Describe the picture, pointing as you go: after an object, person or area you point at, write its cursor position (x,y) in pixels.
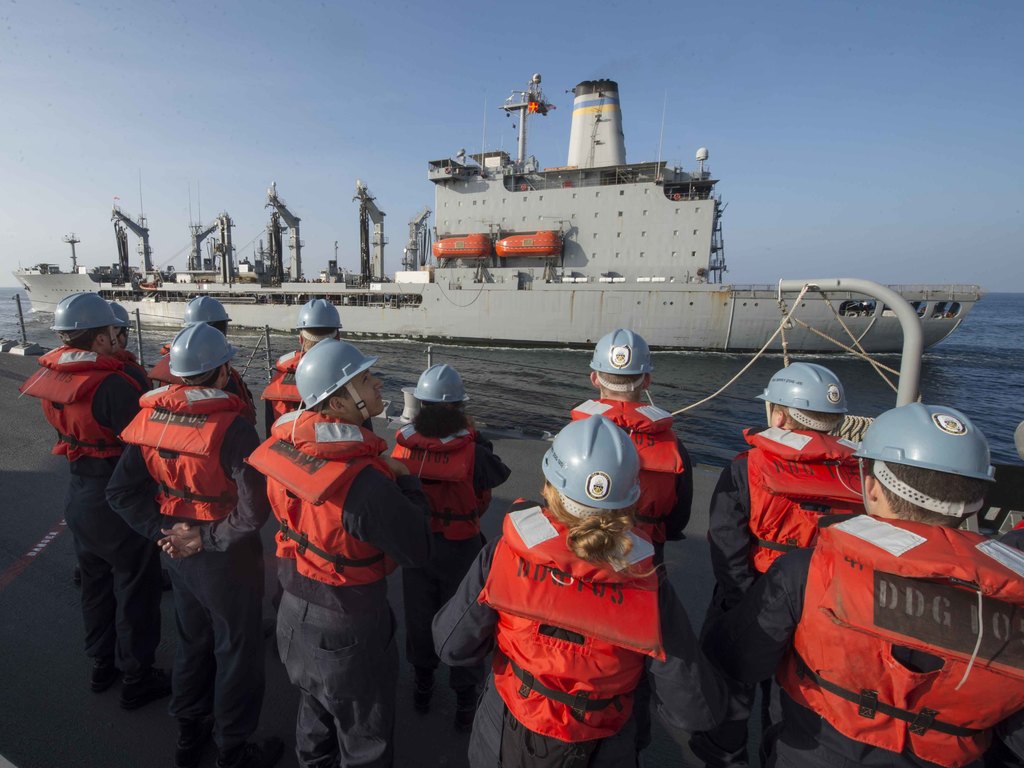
In this image there are a group of people (308,460) standing, and in the background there is a sea (34,328). In that sea (15,328) there is one ship (549,193) and at the bottom (39,608) there is a walkway (55,554), and at the top of the image (562,85) there is sky (549,89).
